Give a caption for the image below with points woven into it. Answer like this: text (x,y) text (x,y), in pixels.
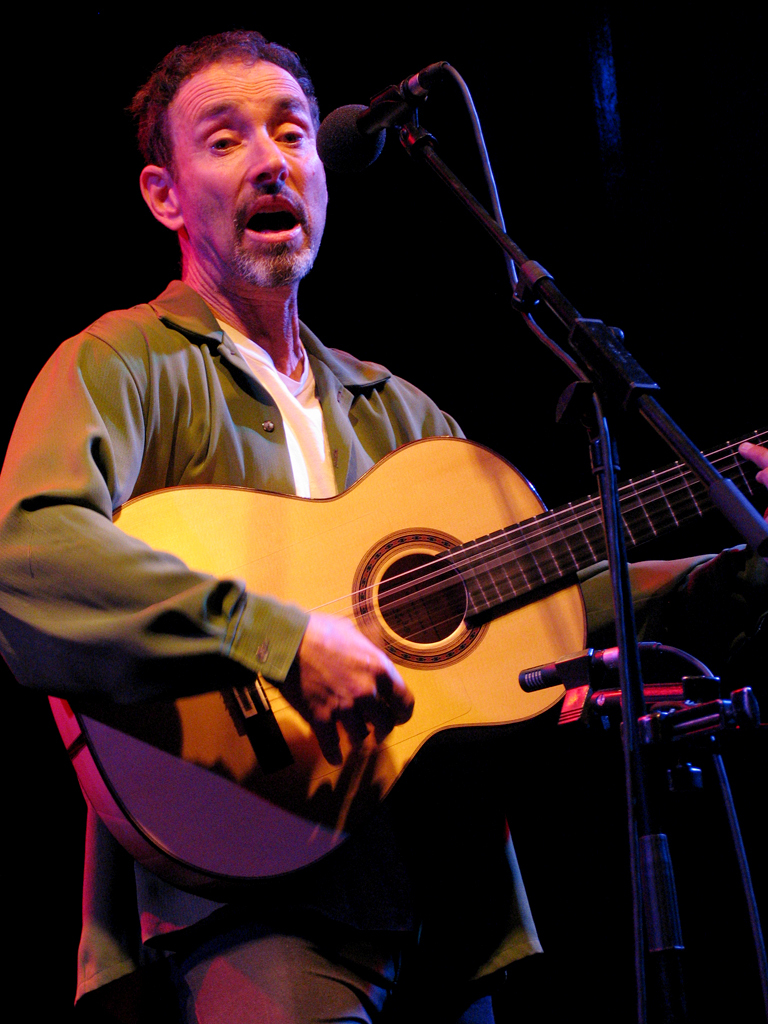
It is a concert, a man (198,641) is playing a guitar (362,514) he is singing a song, there is mike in front of him in the background (613,166) it is dark.
